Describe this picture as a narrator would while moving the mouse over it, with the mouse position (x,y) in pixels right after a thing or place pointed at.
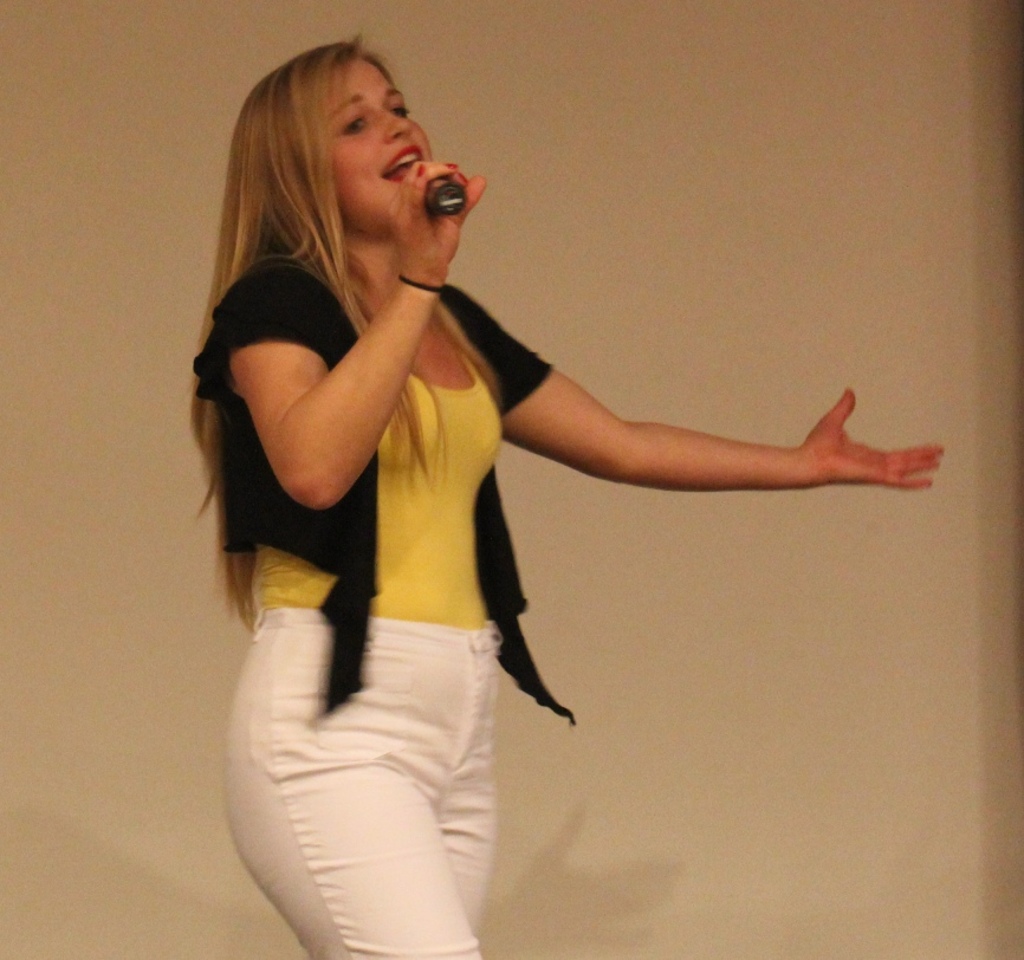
In this image, I can see the woman (422,758) standing and holding a mike (429,196). I think she is singing a song. In the background (106,412), It looks like a wall (836,262).
